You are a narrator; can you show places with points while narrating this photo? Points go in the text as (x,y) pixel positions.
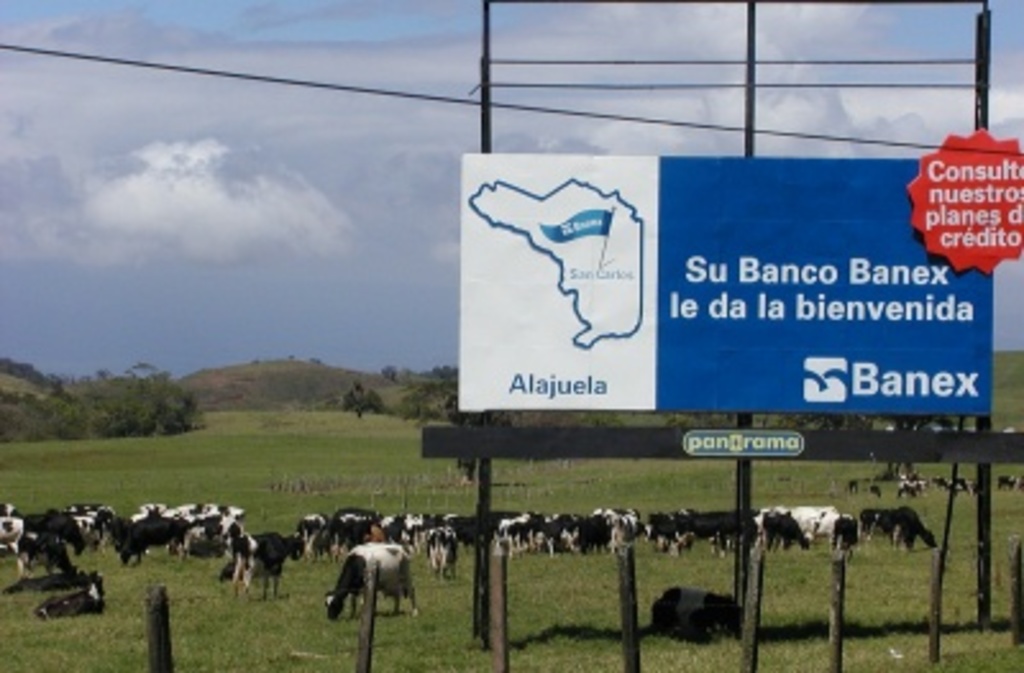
We can see hoarding (735,283) and board (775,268) on poles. We can see poles (629,582), wire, object (677,593) on grass (654,595) and animals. In the background (117,401) we can see trees (434,397), hill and sky (196,253) with clouds (259,212).
